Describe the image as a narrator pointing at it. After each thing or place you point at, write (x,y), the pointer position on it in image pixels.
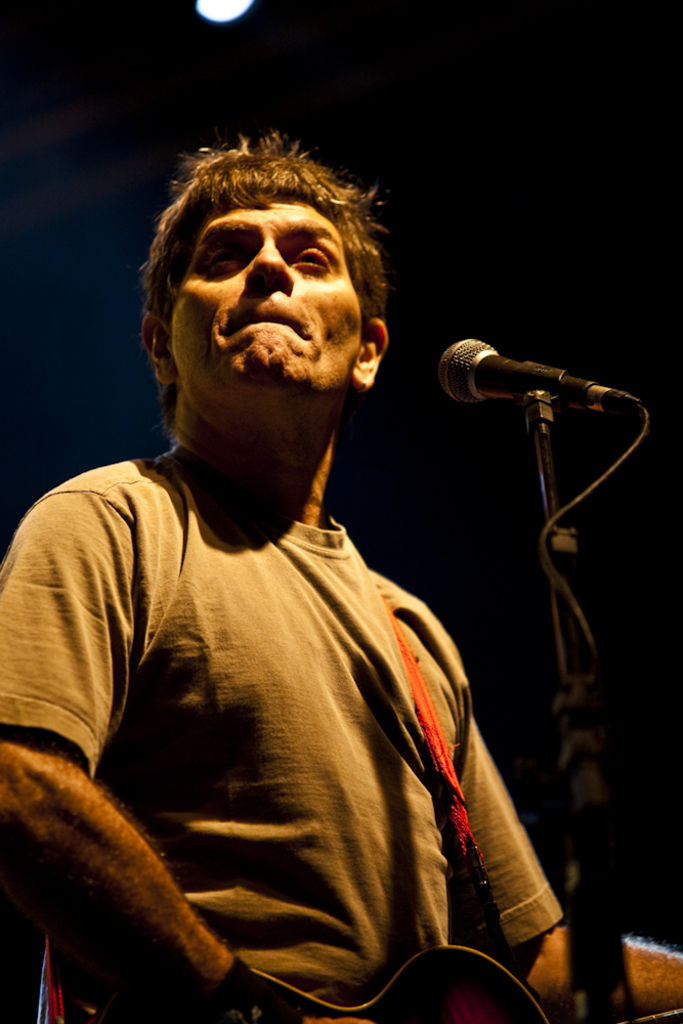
In this image there is a man (155,900) standing with a guitar (399,975) in his hand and mic (492,369) in front of him. At the top (225,4) there is a light (225,13).
